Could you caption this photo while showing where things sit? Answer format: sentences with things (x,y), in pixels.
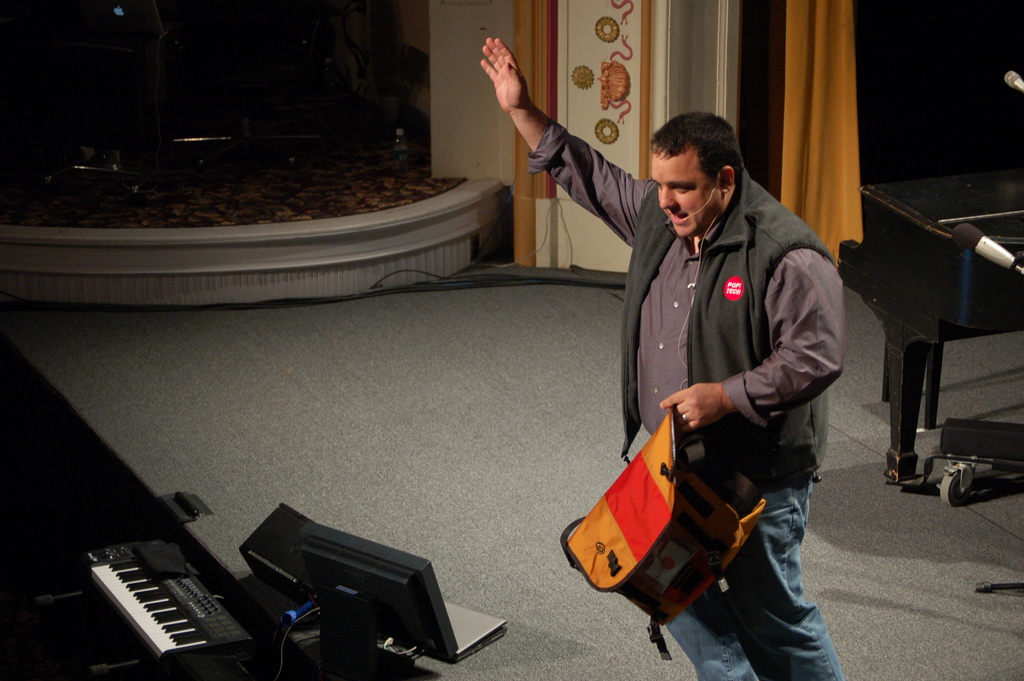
As we can see in the image, there is a man (748,618) standing on floor (530,453) and holding a bag (704,535) and on the left side (117,612) there is a musical keyboard (172,632). On the right (993,257) there is mike (988,257). Behind the man (710,427) there is a white color wall (666,65) and orange color curtain (820,116).
